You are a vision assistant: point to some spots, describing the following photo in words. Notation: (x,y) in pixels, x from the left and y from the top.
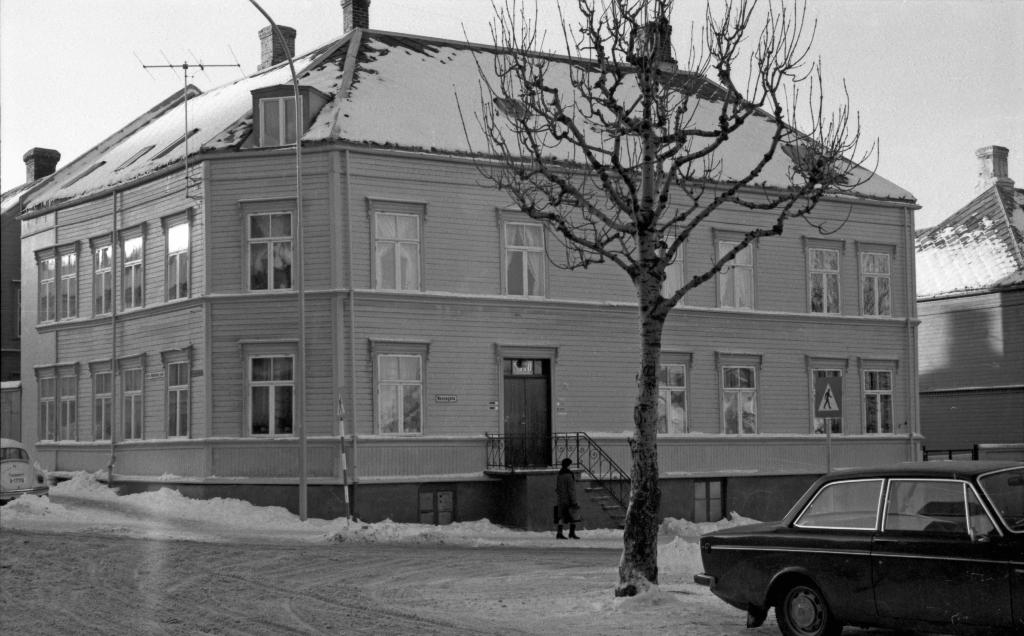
In this image we can see black and white picture of a building (197,217) with a group of windows (397,405), door (532,449) and a staircase (624,500) with metal railing (600,461). In the foreground of the image (875,582) we can see a car (805,579) parked on the ground (613,603) a tree (648,318). In the background (979,250), we can see a group of poles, building (987,237) and a tree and the sky (907,68).
